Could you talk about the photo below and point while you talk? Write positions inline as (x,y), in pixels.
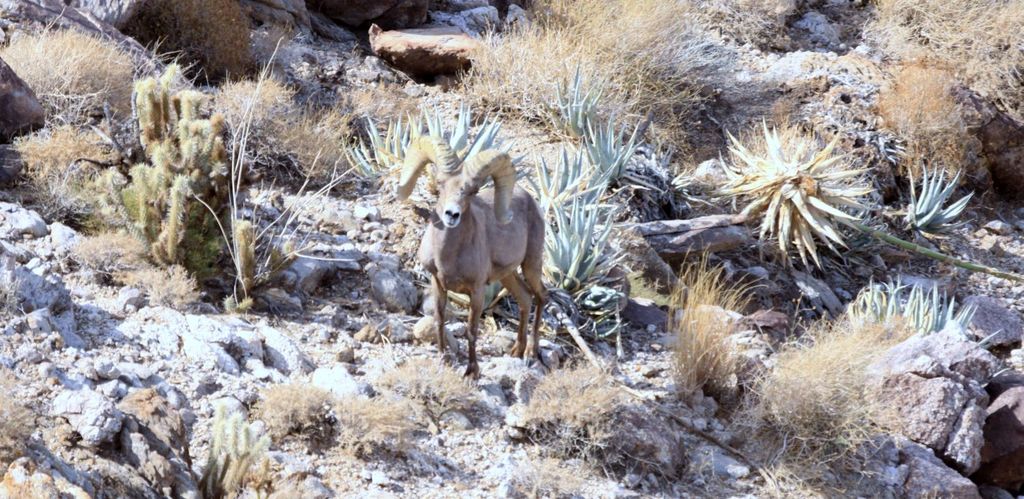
In this picture we can observe ram (482,251) on the ground (350,302). There are some stones (384,287) and plants (206,158). In the background (529,61) there are some dried plants (547,46) on the ground (451,366).
